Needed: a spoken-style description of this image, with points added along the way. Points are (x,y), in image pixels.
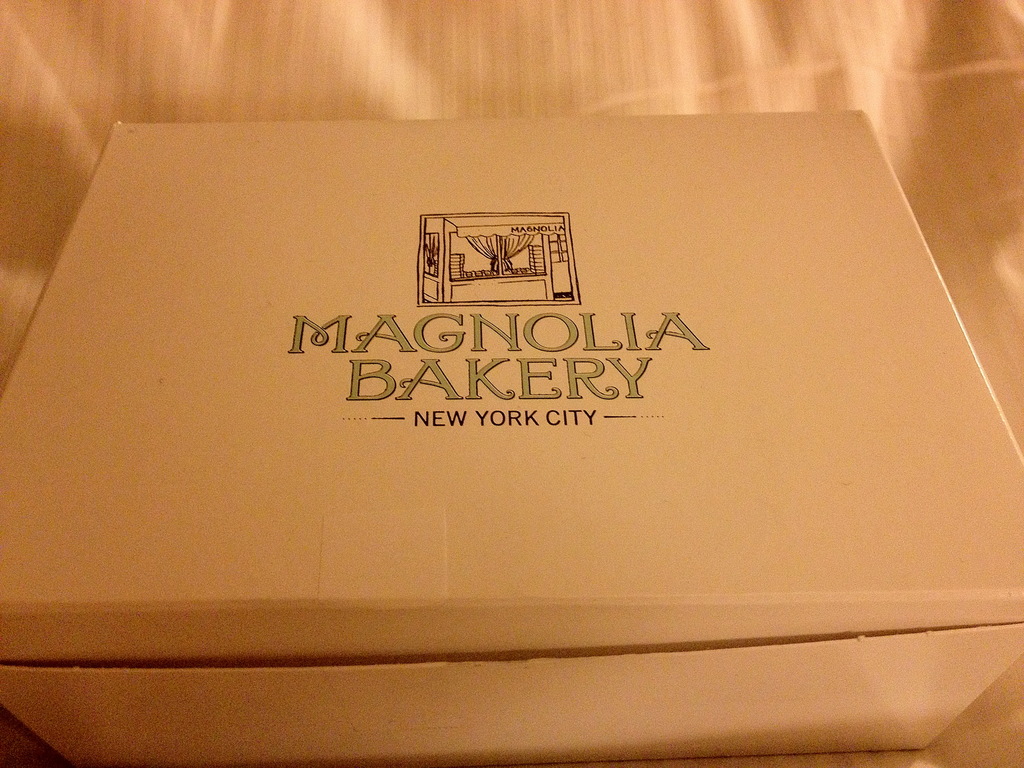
In this image there is a box (483,482) towards the bottom of the image (591,586), there is text (456,364) on the box (501,372), at the background of the image (142,102) there is a cloth (297,93).
